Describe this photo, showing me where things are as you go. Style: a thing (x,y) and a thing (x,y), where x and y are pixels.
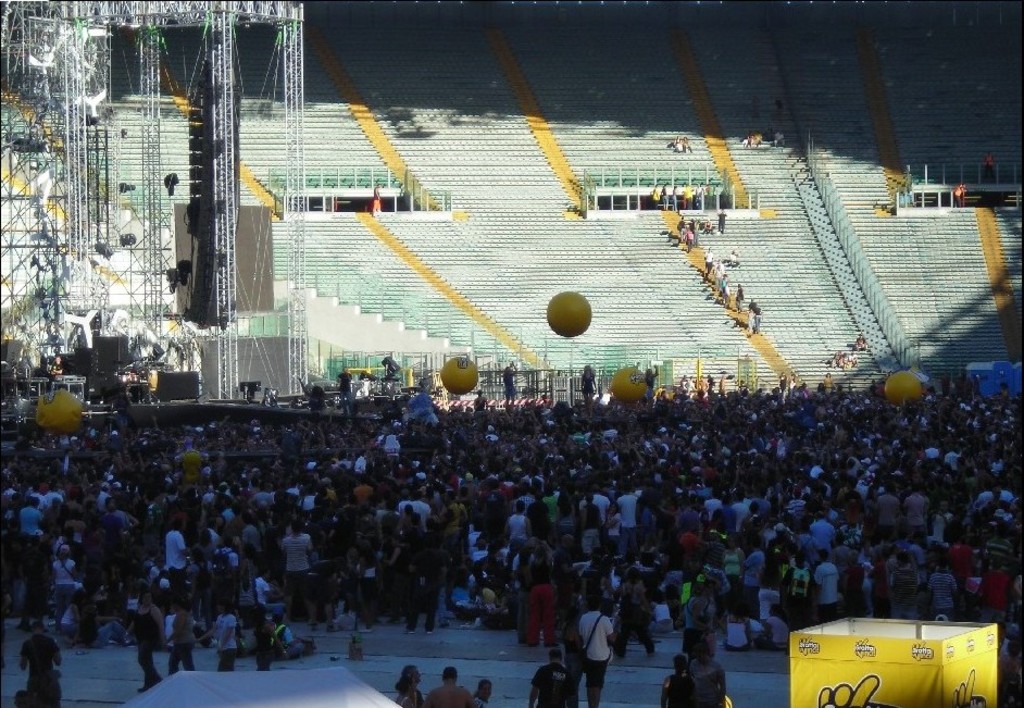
There is a yellow box (870,668) on the right (884,671). Many people (416,588) are present. There is a stadium (631,338) at the back (676,147) and there are wires (300,31) on the left (298,185).
